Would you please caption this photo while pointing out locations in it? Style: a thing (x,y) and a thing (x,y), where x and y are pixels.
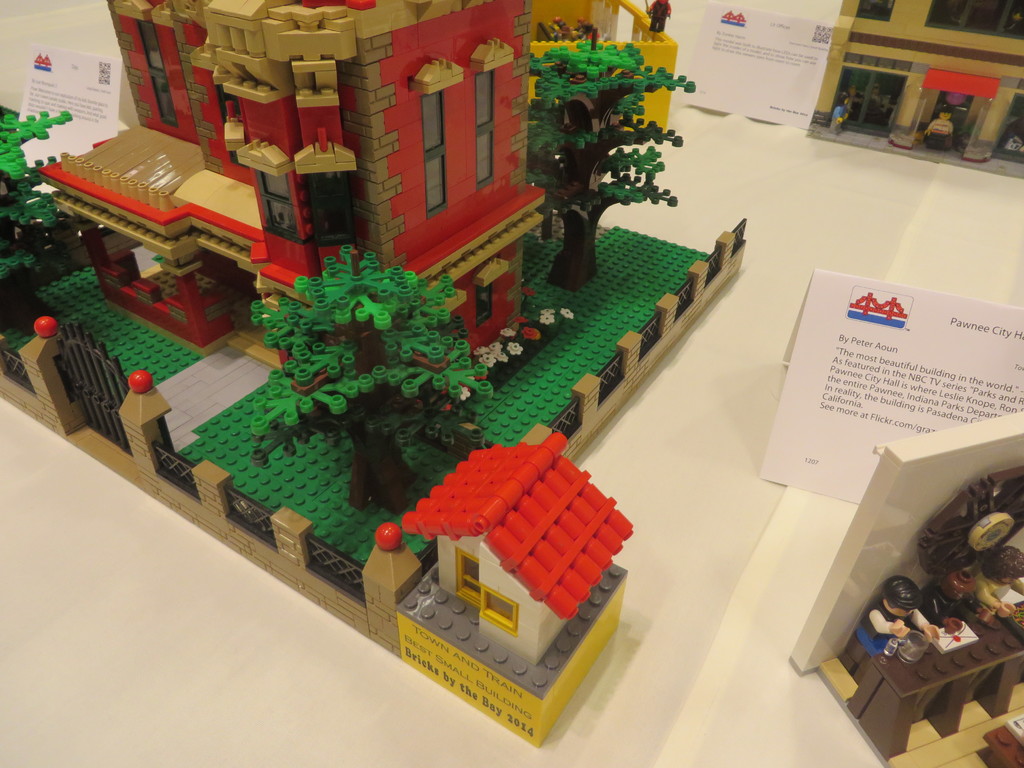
This image consists of a miniature (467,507) of a building (249,176) along with the trees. And we can see the cards (798,323) beside the miniatures (277,63). On the right (827,126), there are more two miniatures (885,143) are kept on the desk (369,652).
